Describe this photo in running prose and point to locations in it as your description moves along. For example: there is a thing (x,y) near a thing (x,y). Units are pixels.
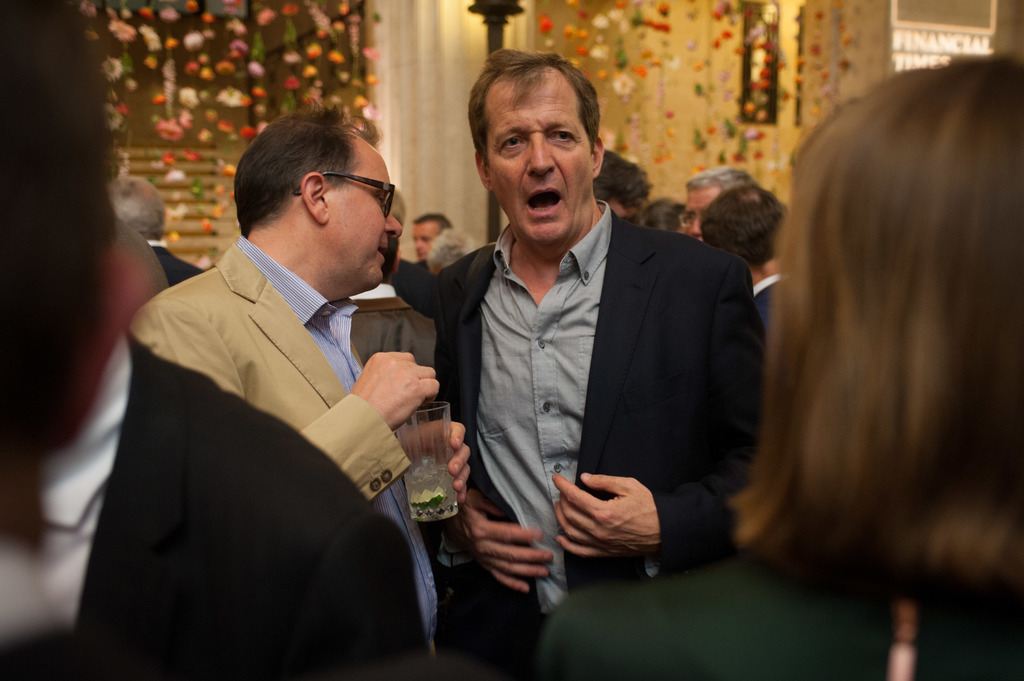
In the foreground of this image (917,623), there is a woman (899,451) and a man (286,513). In the middle (569,333), there are two men (465,333) standing where a man (339,379) is holding a glass (425,479). In the background (656,214), there are people (677,213) standing, a light pole (499,41), pillar (428,72), flowers (189,68) hanging and the wall (871,41).
